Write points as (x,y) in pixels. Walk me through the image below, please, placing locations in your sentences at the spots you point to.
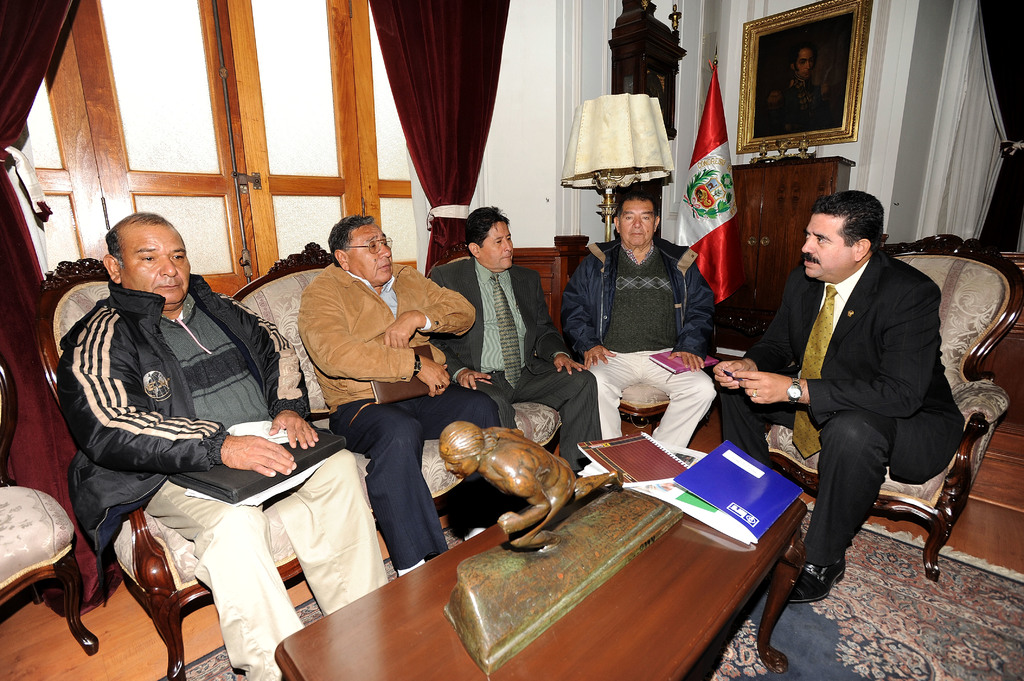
In this image I see 5 men (887,355) and all of them are sitting on chairs (275,275) and these are 2 holding books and this guy (105,480) is holding a file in his hand (282,414), I can also see a table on which there are books (597,460) and a sculpture (639,497) on it. In the background (761,27) I see the flag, a photo frame (756,96) on the wall (876,131), window (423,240) and the curtains (406,38).
